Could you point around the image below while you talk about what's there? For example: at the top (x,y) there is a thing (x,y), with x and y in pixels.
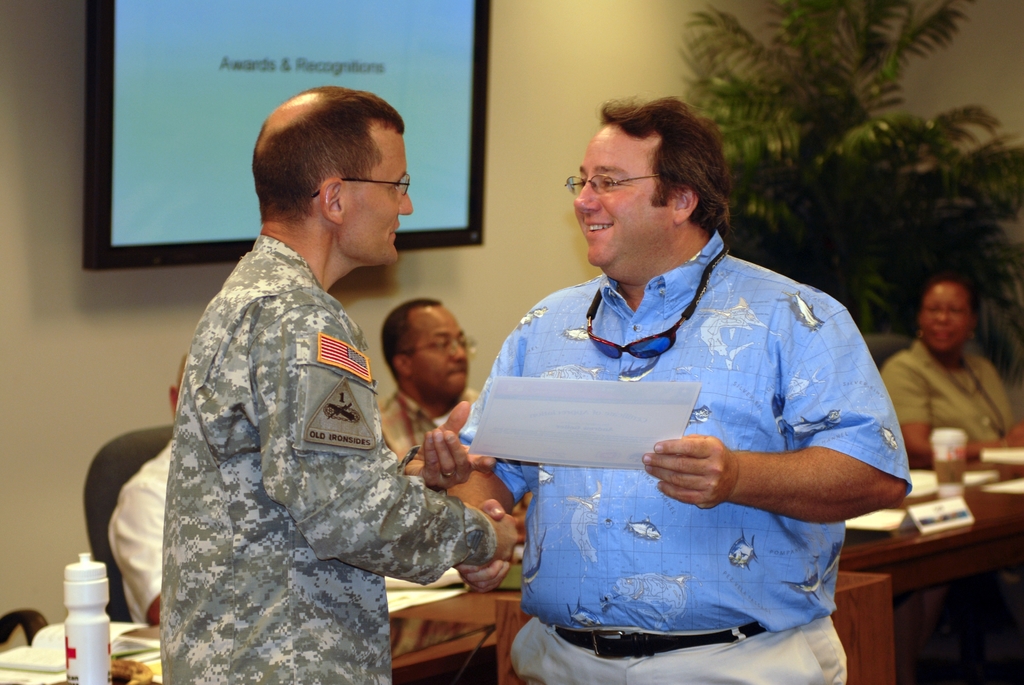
In this image there are two persons (565,512) standing and shaking their hands (512,542) and holding paper (630,432) in his hand (672,456), in the background (950,399) there are people (912,422) sitting on chairs (113,500), in front of them there is a table (903,573) on that table (957,546) there are papers (880,521), bottles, in the background (882,210) there is a tree (833,172), a wall (40,339) for that wall (66,210) there is a tv (399,9).
